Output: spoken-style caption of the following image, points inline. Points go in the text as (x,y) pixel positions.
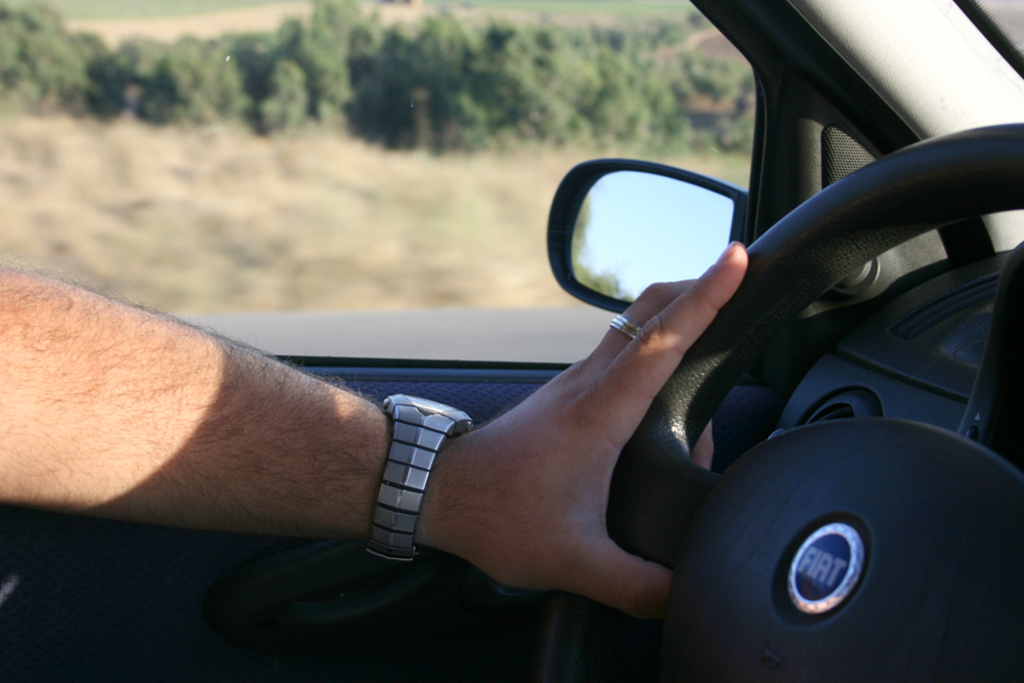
In this image we can see the inner view of a truncated car (828,414), one person's hand (484,469) with a ring (621,329) and watch (405,465) holding a steering (660,452) of a car (630,483). There is one object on the ground (181,228), some trees (209,73) and grass (412,235) on the ground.
